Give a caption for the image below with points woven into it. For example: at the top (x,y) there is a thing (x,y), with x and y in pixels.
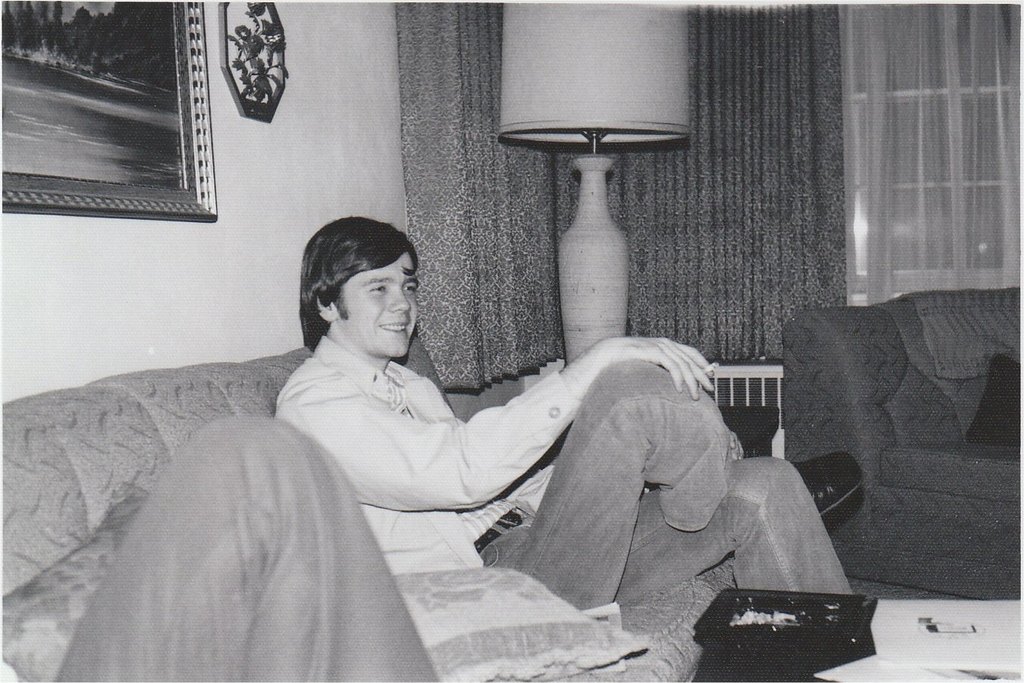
In this image there are sofas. In the center (363,323) we can see a man (453,466) sitting on the sofa (678,682). There is a cushion (507,638). At the bottom (285,677) we can see a person's leg (242,647) and there is a stand (770,648) there are some objects (810,634) placed on the stand (806,666). We can see a lamp (585,227). There are frames (205,144) placed on the wall (197,306) and there is a window (922,260).
